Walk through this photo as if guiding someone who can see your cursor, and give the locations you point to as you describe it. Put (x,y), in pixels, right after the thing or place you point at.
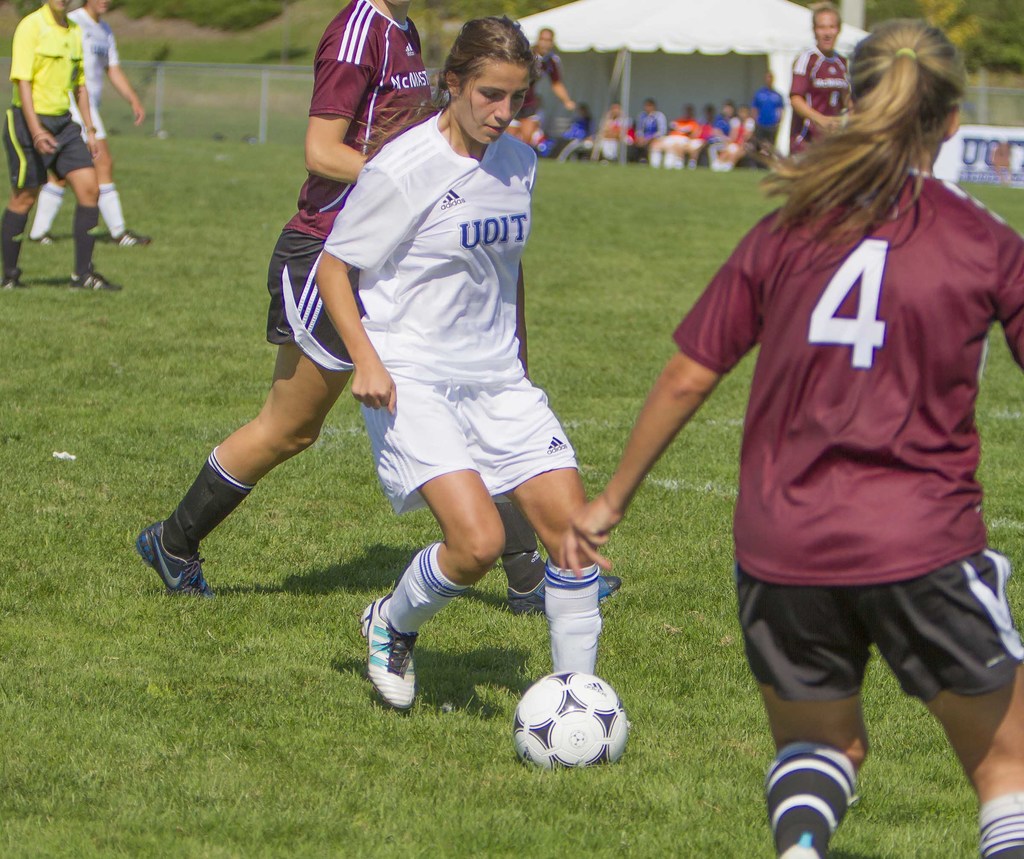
This image consists of three women (835,444) playing football. In the background (88,34), there are many people (55,61). At the bottom (147,691), there is green grass (147,691) on the ground (479,726). In the middle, there is a ball (541,716). And we can see a tent (597,66) in white color along with fencing (148,92). At the top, there is grass (256,5).
